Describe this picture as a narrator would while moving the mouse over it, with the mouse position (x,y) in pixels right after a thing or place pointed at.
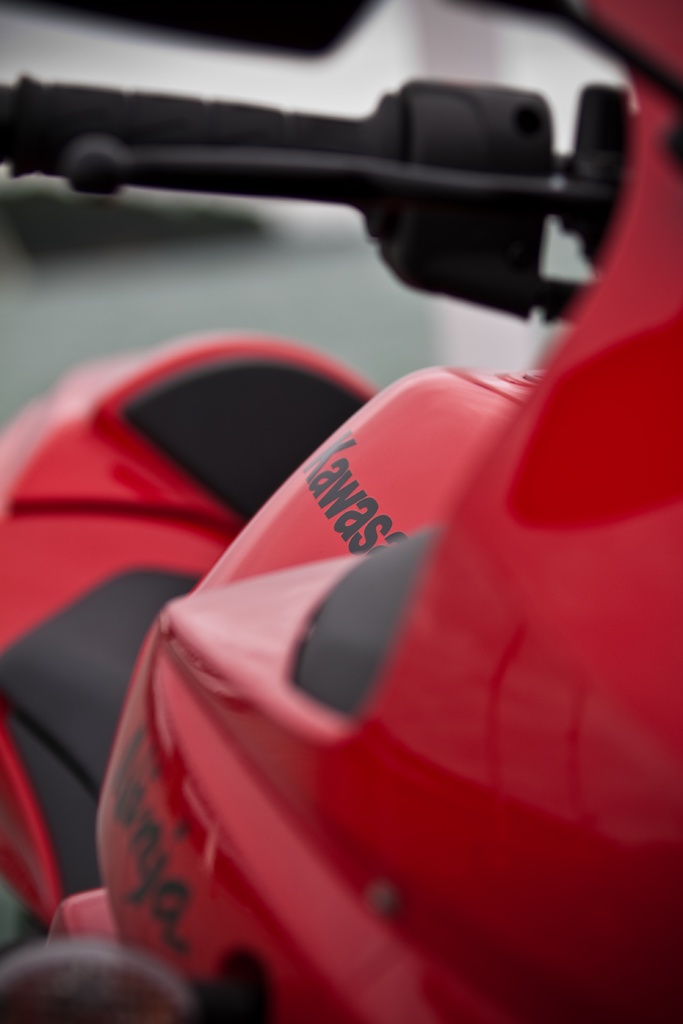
In this picture I can see there is a motor cycle (271,571) and it is in red color and it has a black handle (529,165) and a black color brake (142,178) and there is something written on the body (301,598).
